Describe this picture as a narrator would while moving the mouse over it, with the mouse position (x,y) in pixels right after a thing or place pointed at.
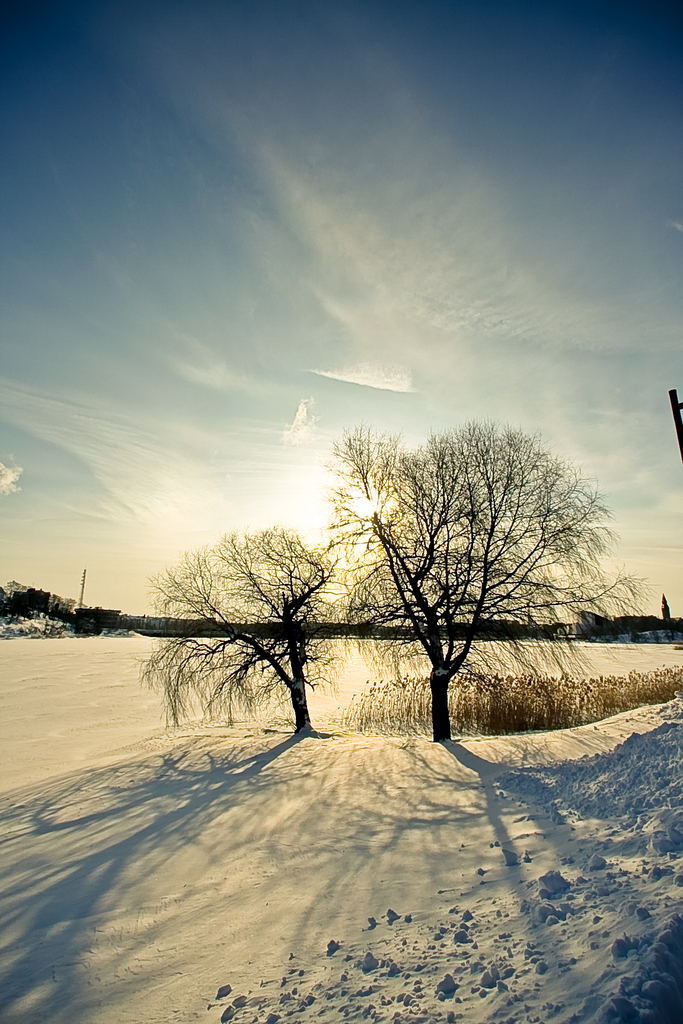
In this image I can see a trees (342,541) and snow (326,854). The sky (344,288) is in blue and white color.
